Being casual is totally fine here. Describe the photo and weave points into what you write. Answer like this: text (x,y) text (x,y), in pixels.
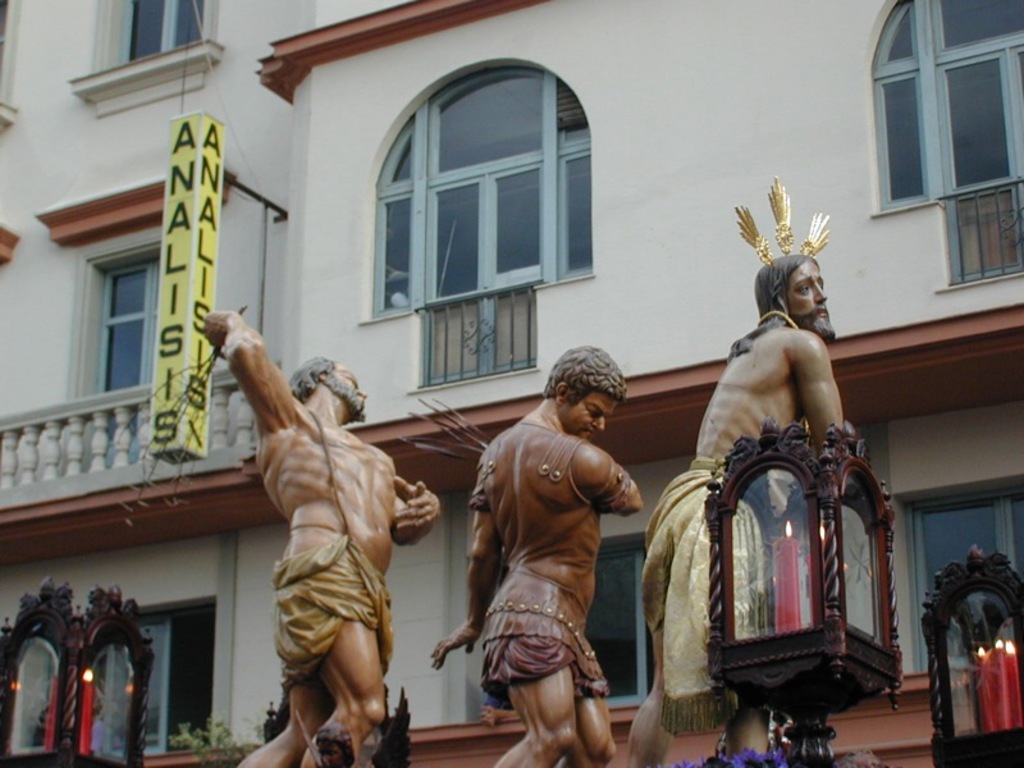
In this image I can see three statues (564,554) standing they are in brown color. I can also see few candles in red color, at the back (731,335) building (731,335) is in cream color and a board (207,171) attached to the pole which is in yellow color.
